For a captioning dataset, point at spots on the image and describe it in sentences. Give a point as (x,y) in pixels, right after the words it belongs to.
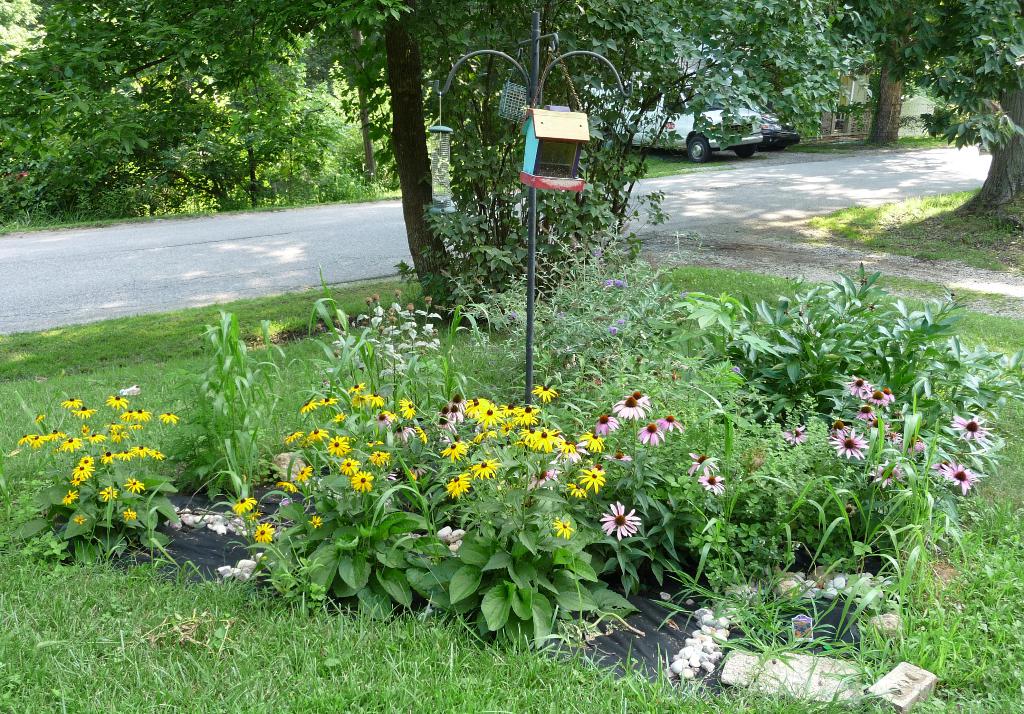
In this image I can see plants (730,418) and flowers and grass (515,696) visible in the middle (651,393), at the top (645,83) I can see trees (429,147) and vehicle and road (174,297). And I can see a pole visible in the middle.
